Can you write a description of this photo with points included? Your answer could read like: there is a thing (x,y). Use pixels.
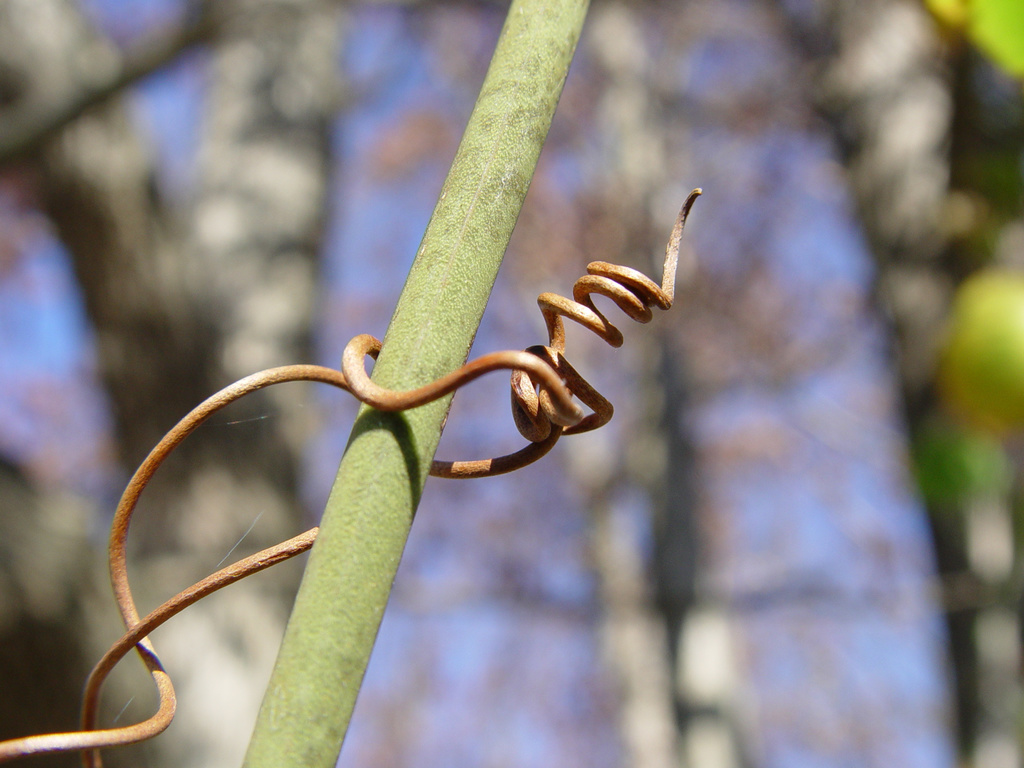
In this picture, there is a stem (532,149) with a dried tendril (339,375).
